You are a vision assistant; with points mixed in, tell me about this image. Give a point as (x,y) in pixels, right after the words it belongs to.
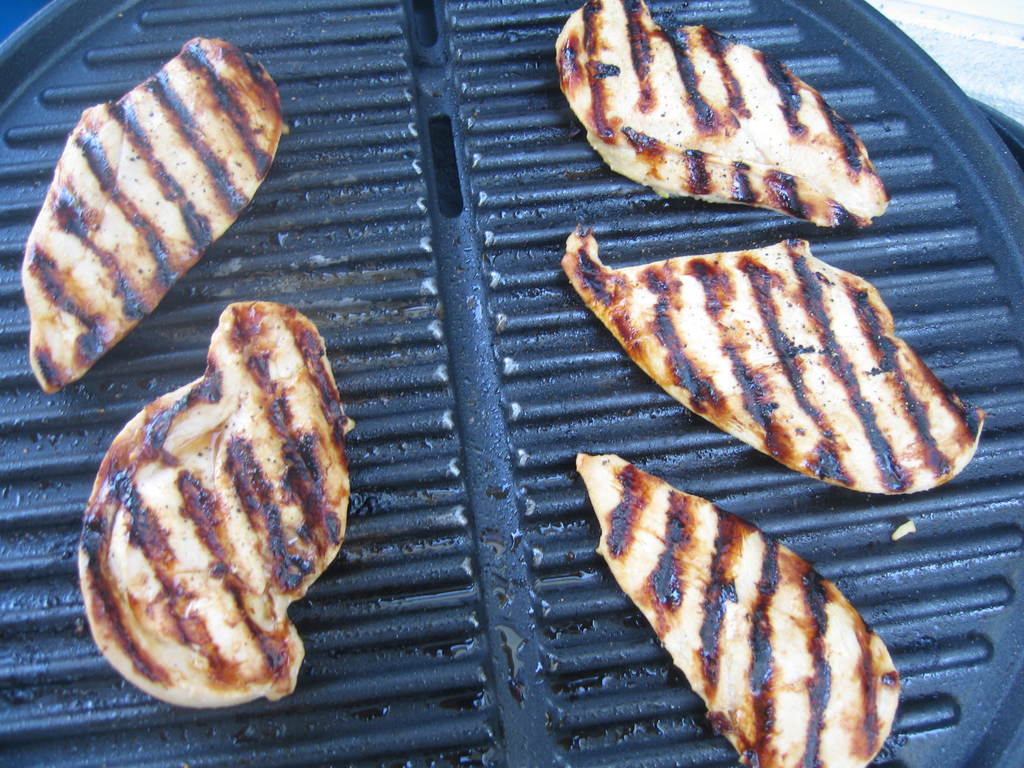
In this image I can see the black colored grill (456,433) and on the grill (526,388) I can see few pieces of meat (243,424) which are cream, brown and black in color.
